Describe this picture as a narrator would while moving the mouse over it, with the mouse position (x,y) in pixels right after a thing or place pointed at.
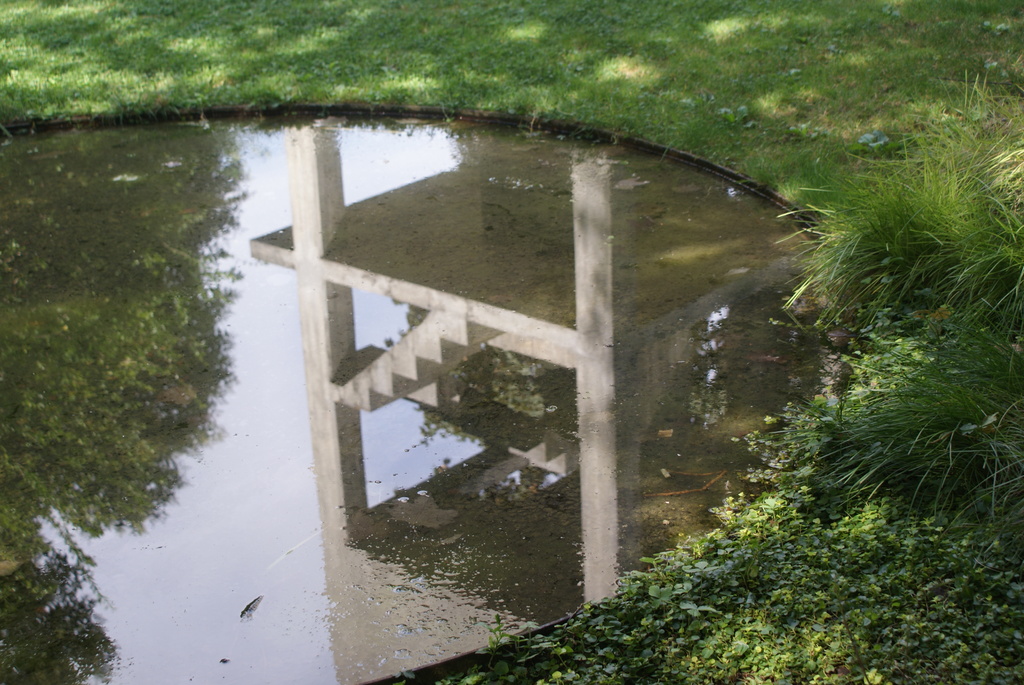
In the foreground of the image (529,609) we can see the grass (679,608) and water body (313,662). In the middle of the image (482,304) we can see a building image (399,350) in the water body (539,343). On the top of the image (552,113) we can see the grass (717,48).
